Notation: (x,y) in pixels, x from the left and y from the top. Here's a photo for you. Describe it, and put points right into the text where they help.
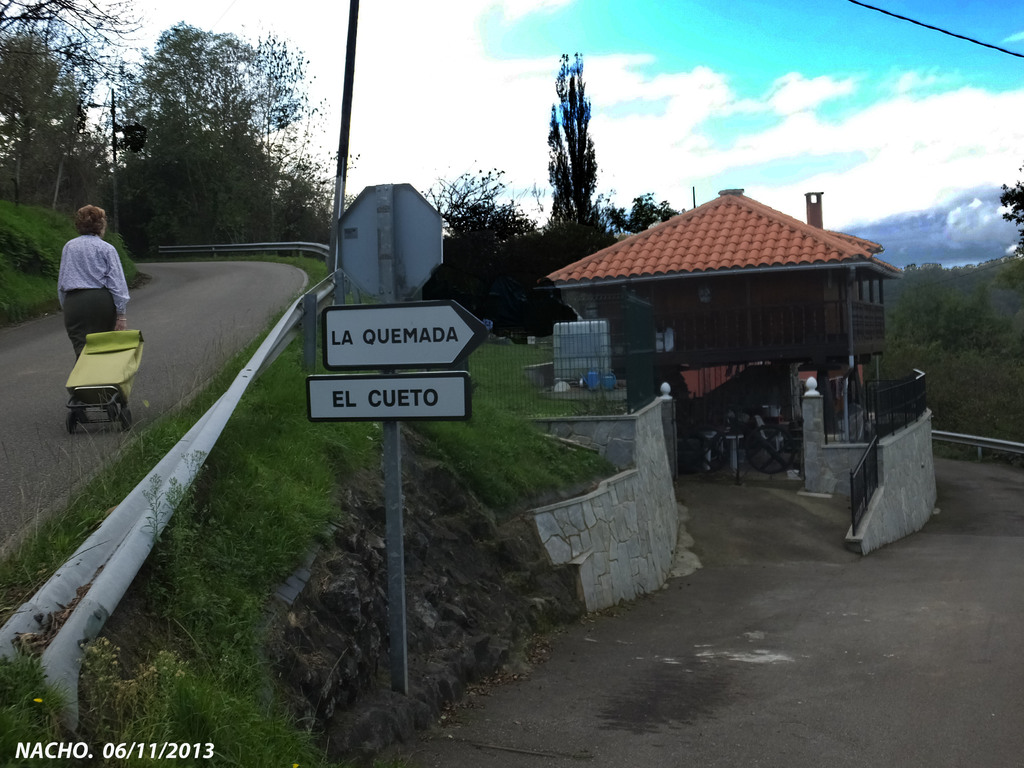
As we can see in the image there is grass (264,511), a sign pole (420,315), house (788,289), trees (499,273), a woman (89,270) holding a suitcase (123,381) and walking. On the top (549,76) there is sky (549,76) and clouds (982,150).
